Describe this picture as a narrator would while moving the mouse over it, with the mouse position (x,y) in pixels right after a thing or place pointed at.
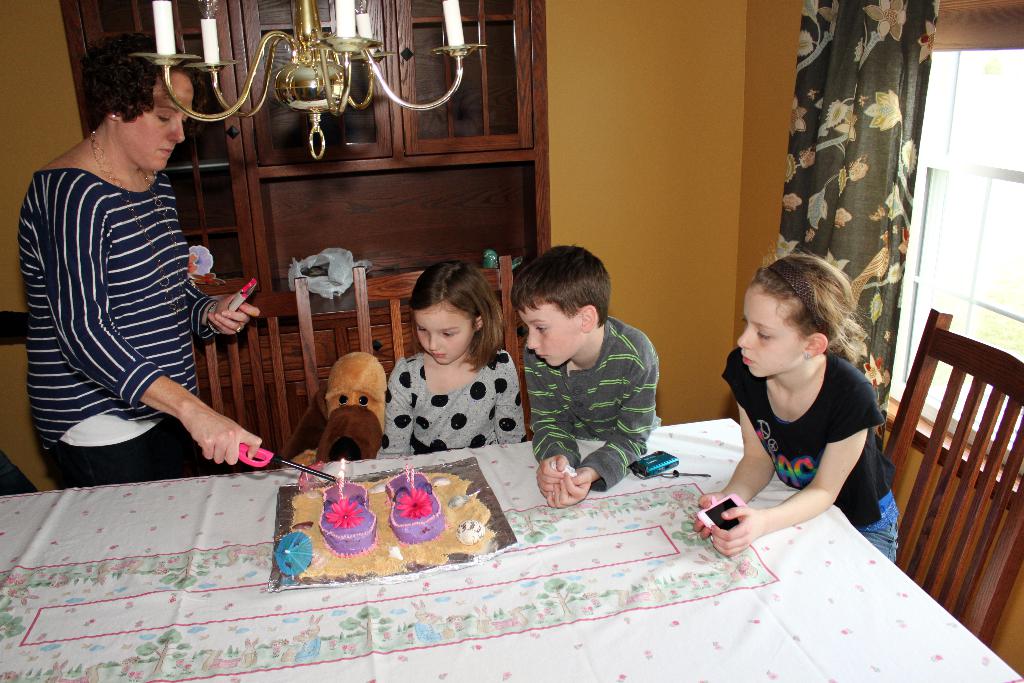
In this image there are 3 kids (842,419) sitting in a chair (980,501), another woman (96,314) standing and lighting the candles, on table (496,564) there are cakes (360,525), small umbrella (297,567), crumbs (345,569), toy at the background (845,219) there is curtain (851,135), window (944,81), chandelier (292,66) with candles (343,5) and cupboard (506,253).
